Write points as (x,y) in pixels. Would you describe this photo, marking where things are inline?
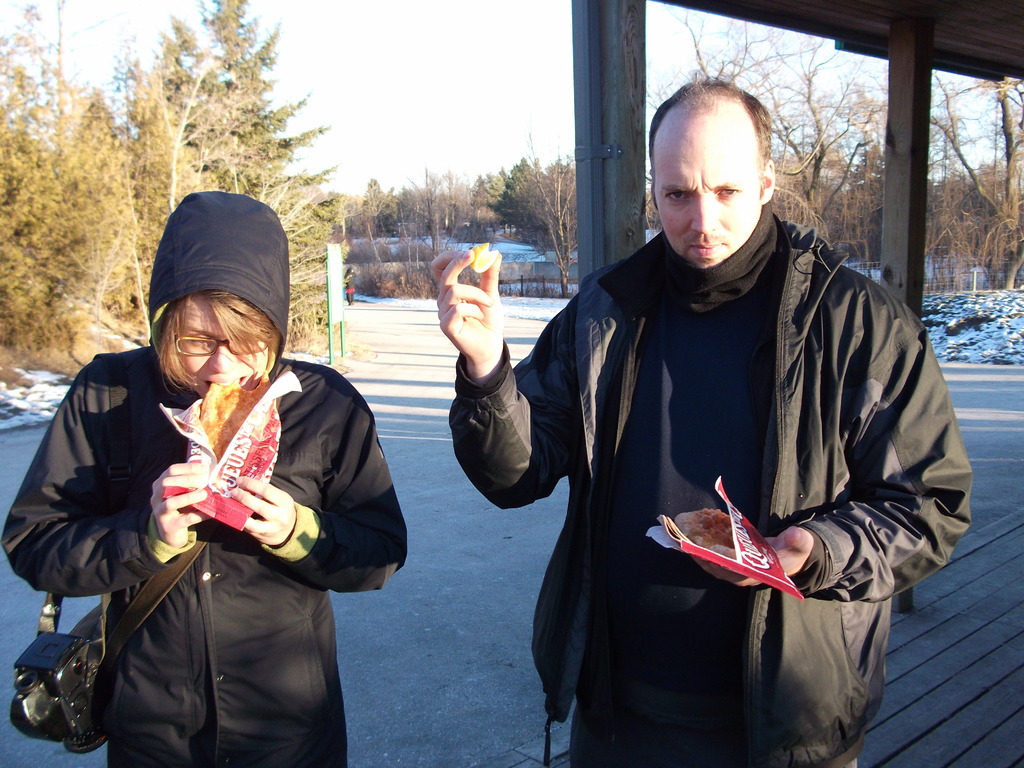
In the picture I can see a man (564,432) and a woman (328,474) are standing on the ground (507,563). These people (588,447) are wearing black color clothes (576,443) and holding food items (766,579) in hands (481,343). The woman (322,505) on the left side (320,522) is eating food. In the background (95,167) I can see trees (448,214), pillars (601,264), the sky (508,151) and some other objects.
